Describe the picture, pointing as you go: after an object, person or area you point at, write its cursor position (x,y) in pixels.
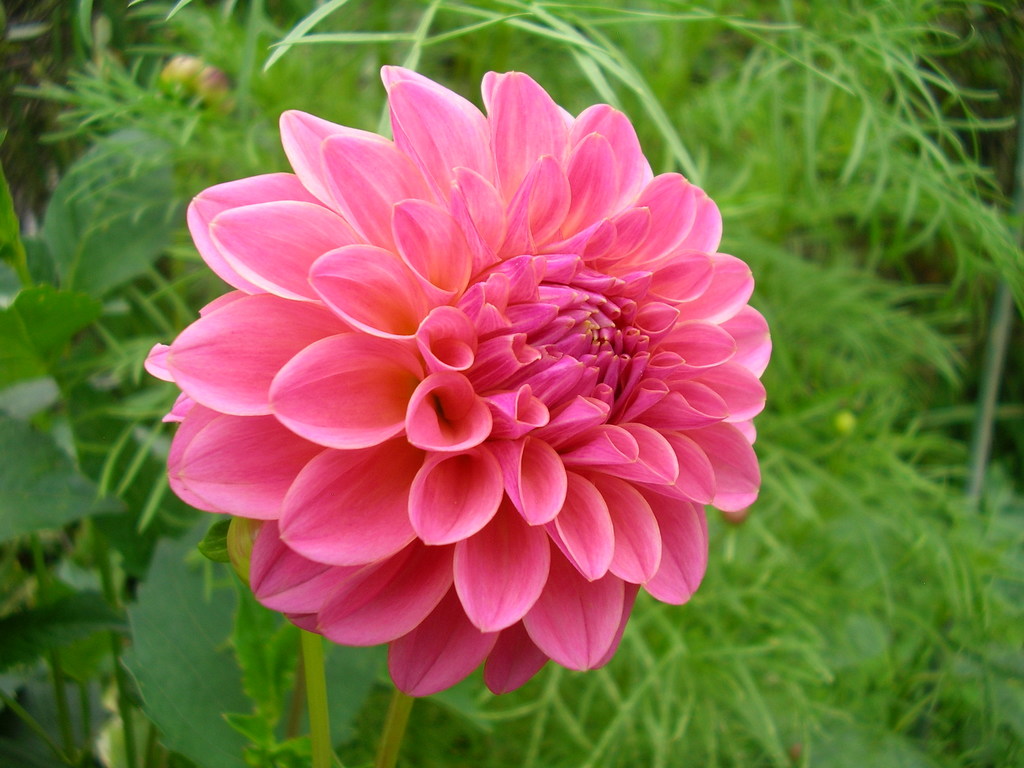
In this image I can see flower (379,469) to the plant (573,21). The flower (449,269) is in pink color.
